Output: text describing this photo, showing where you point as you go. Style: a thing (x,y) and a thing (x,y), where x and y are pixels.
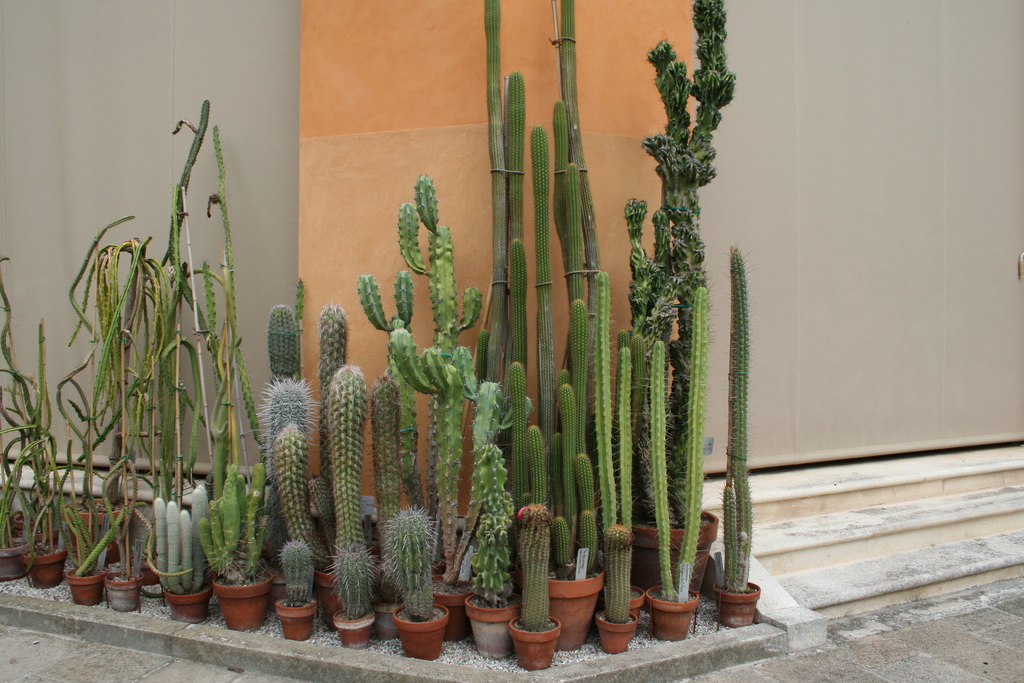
In this picture we can see some plants (568,474) in the pot (579,609). And this is the wall (82,129).
